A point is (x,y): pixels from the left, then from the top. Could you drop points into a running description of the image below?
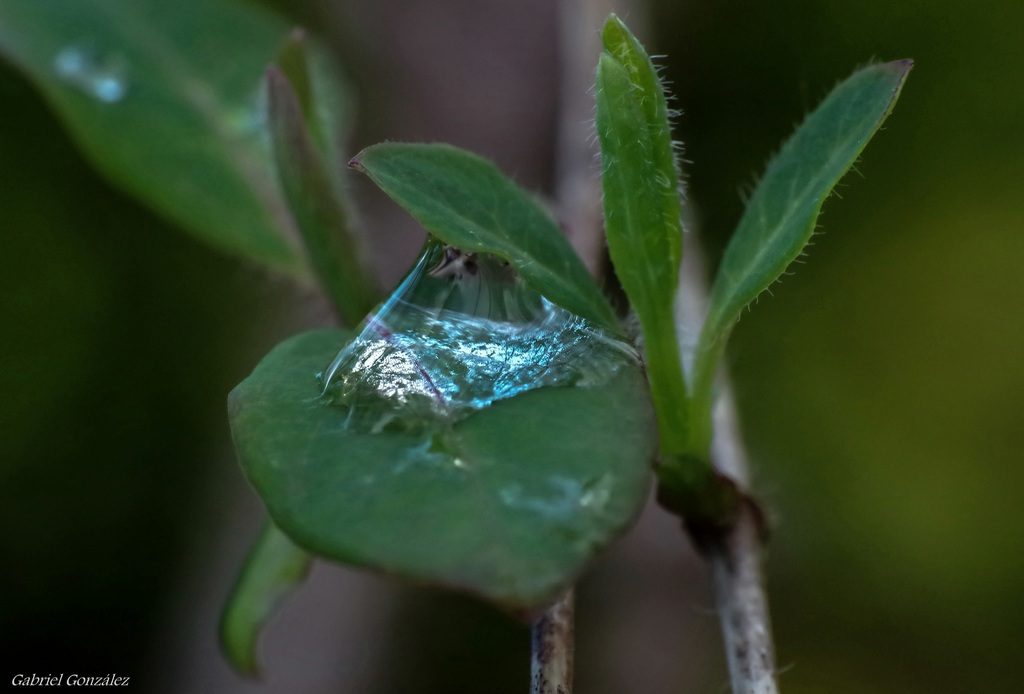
In this picture we can see some sticky substance (408,392) on a leaf (631,417). There are a few leaves (601,508) and stems (741,550) are visible. Background (782,552) is blurry. There is some text (64,680) in the bottom left (64,680).
